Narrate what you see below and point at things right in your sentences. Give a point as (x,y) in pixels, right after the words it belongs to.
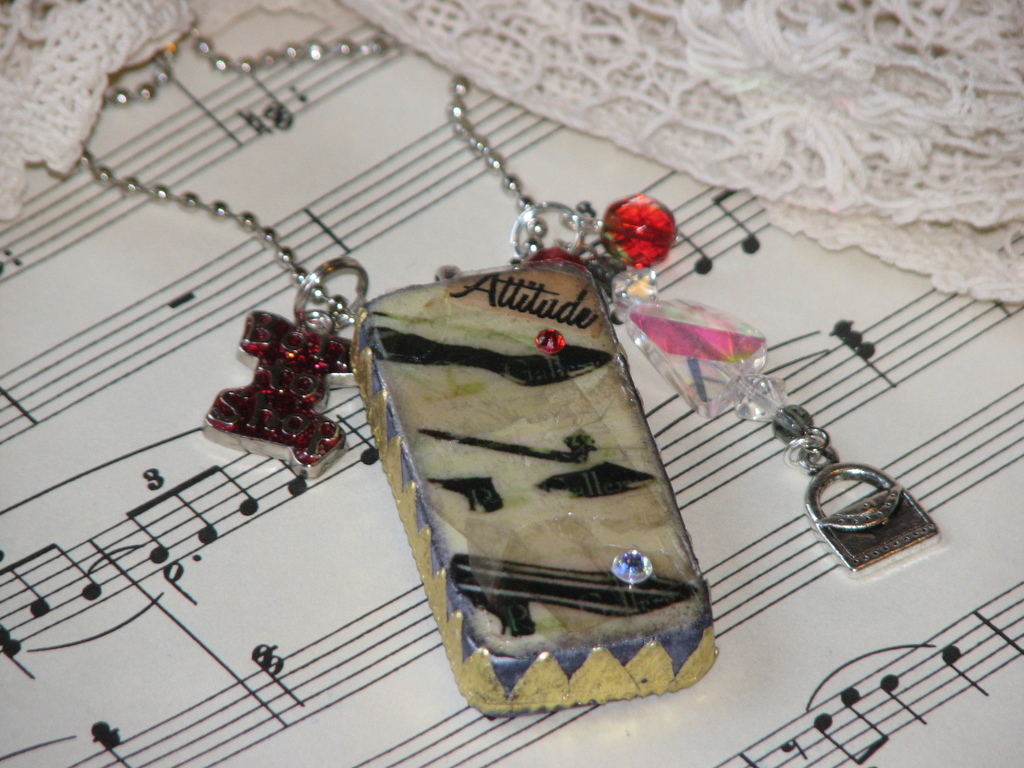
In this image we can see chains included with pendants (650,463) and key chains (865,538) placed on the sheet music (140,494).
